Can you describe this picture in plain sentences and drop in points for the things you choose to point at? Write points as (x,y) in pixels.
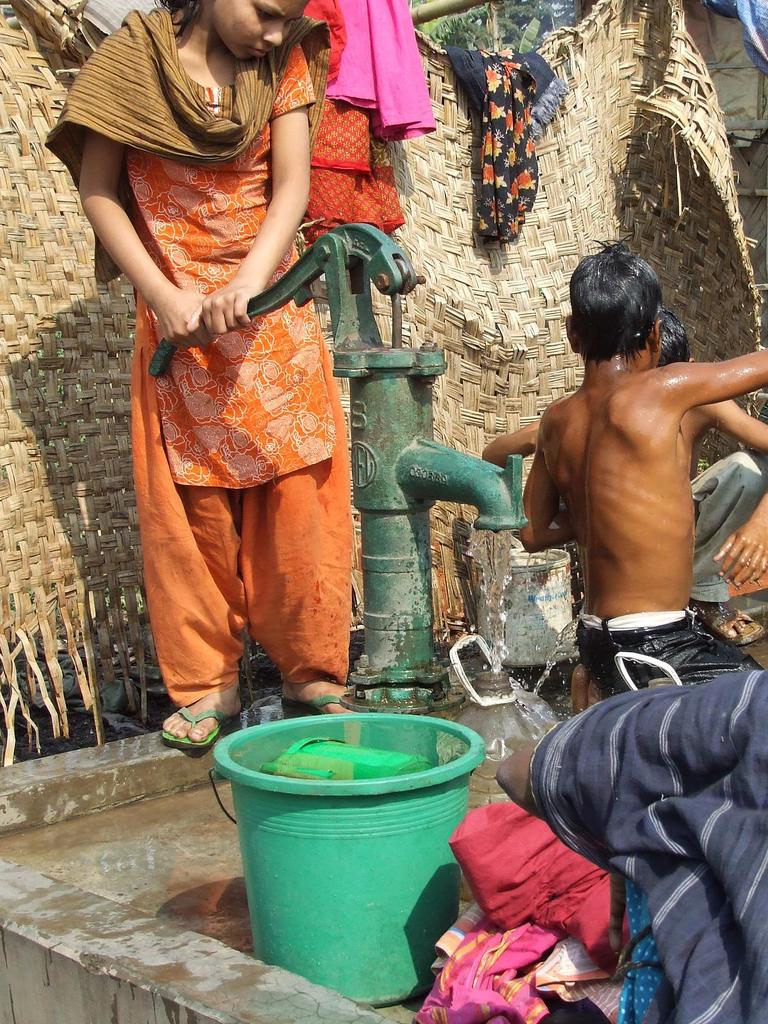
In the image in the center (503,442), we can see a few people (638,840). And we can see one bucket (281,733), mug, water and clothes (610,804). In the background (486,125) we can see clothes (553,72), trees (566,4) and a few other objects (721,171).
